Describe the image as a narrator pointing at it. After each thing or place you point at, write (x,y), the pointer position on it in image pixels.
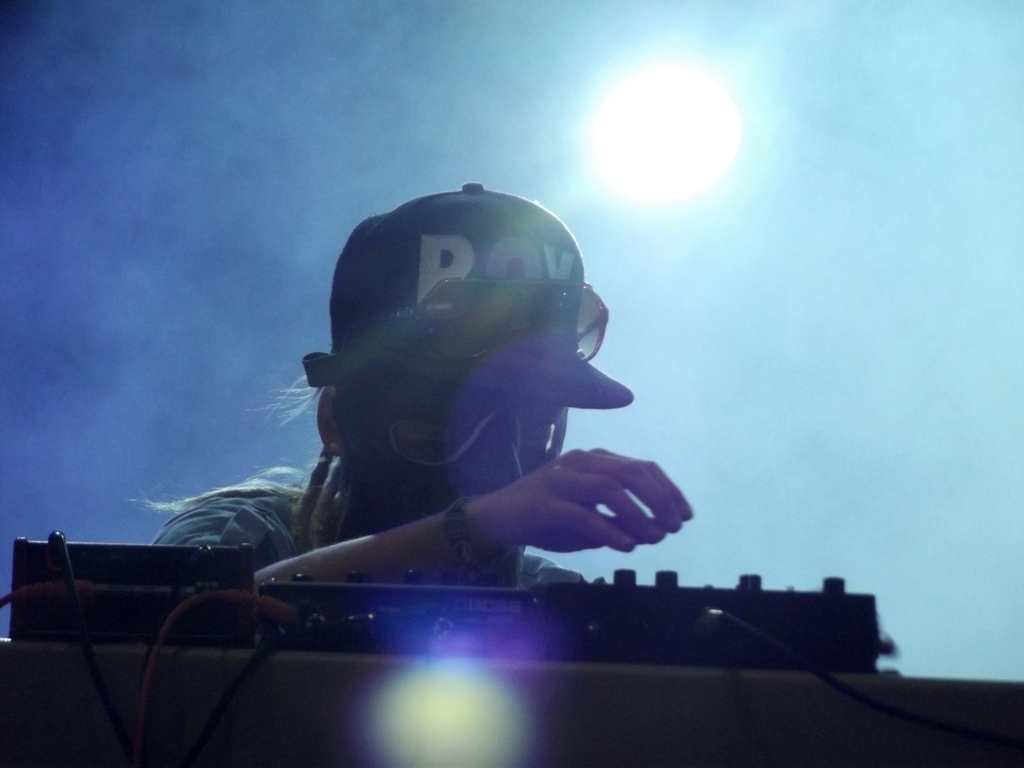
In this image I can see a person (358,544) wearing a cap (335,333) and spectacle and in front (726,609) person (518,575) I can see equipment (180,622) and a cable cord (153,667) attached to it and at the top (191,139) I can see the smoke (836,144) and a light (629,152).
